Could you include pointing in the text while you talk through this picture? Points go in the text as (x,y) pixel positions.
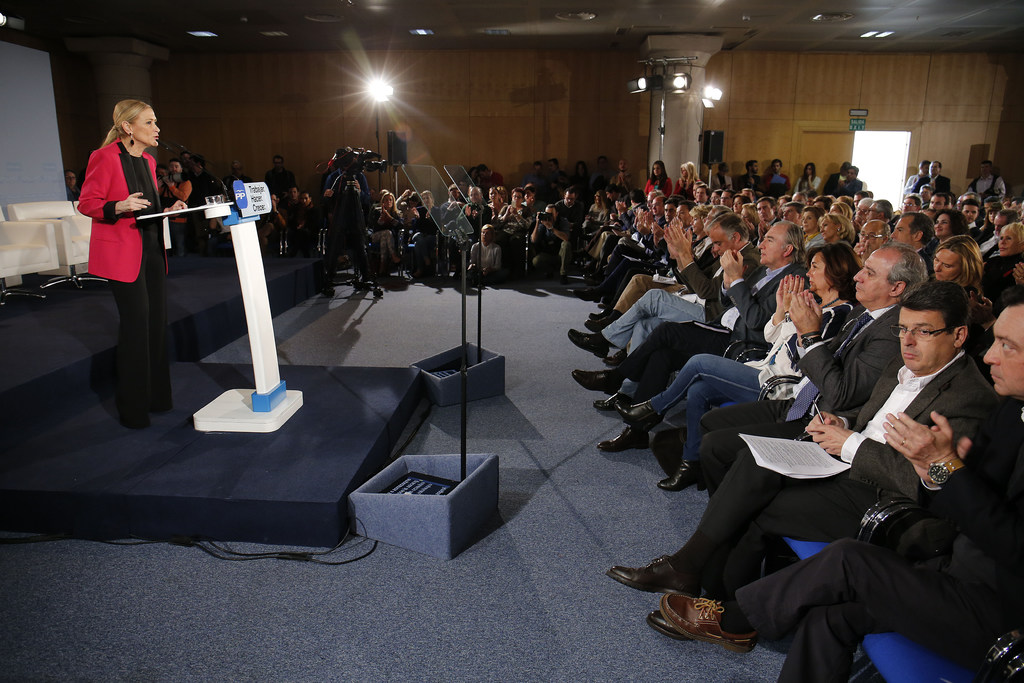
In the image we can see there are many people (696,238) around. They are wearing clothes (697,285) and shoes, there are many people (602,162) sitting on the chair (766,557) and a few of them are standing. This is a floor (517,529), cable wire (217,543), podium (246,281), microphone (182,154), light (376,86), sofa (58,224), screen (18,161), paper (780,443), wrist watch (931,473), finger ring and earrings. This is a door (882,154).
